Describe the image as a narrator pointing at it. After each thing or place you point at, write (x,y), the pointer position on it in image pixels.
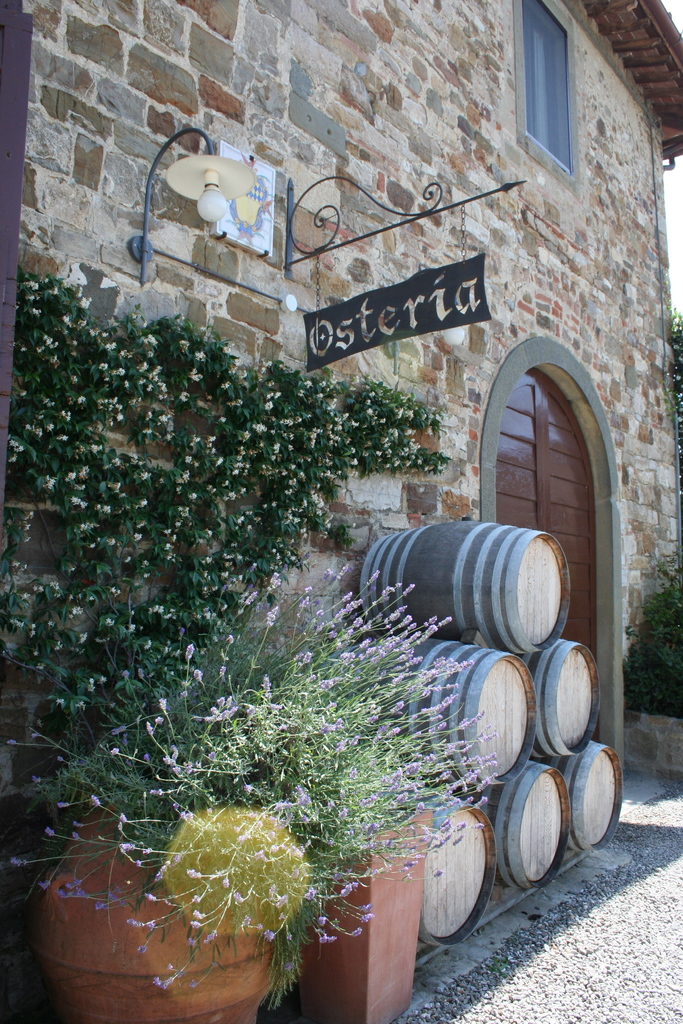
As we can see in the image there is a building (558,291), light (215,163), drums (548,780) and plants (215,624).
